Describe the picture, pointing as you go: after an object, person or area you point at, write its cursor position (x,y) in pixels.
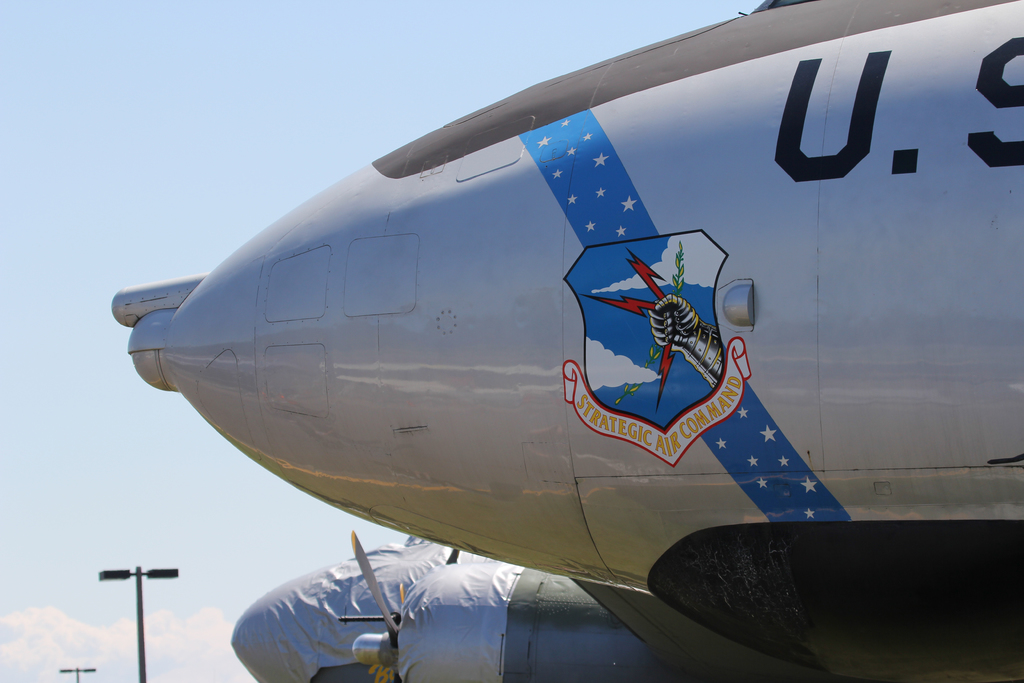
In this image, on the right side (837,136), we can see an airplane (987,298). On which, we can see some painting (585,319) and text (984,82) written on it. In the middle of the image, we can also see one more airplane (342,667). On the left side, we can see a pole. In the background (91,473), we can see a sky (355,157).
